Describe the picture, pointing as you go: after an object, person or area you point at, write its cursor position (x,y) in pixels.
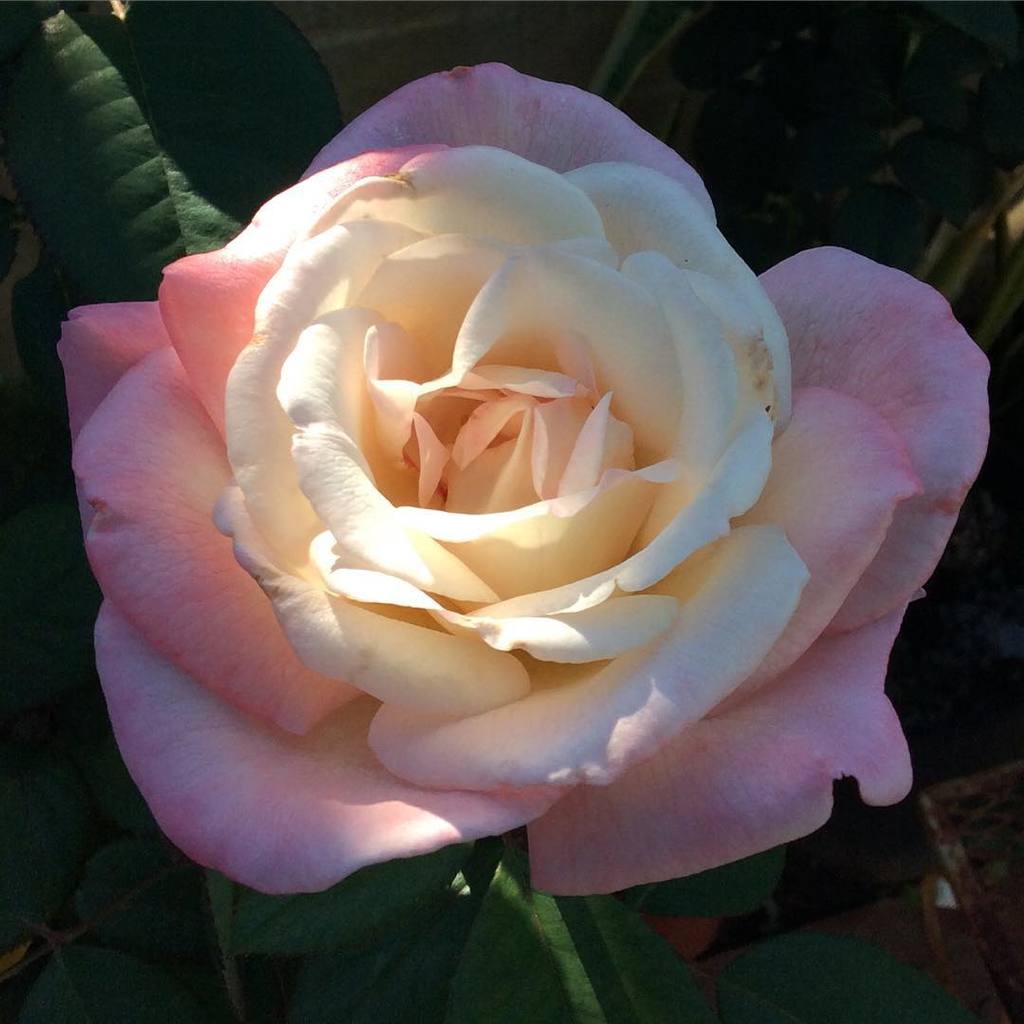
In this picture I can see the flower plant (362,460).
